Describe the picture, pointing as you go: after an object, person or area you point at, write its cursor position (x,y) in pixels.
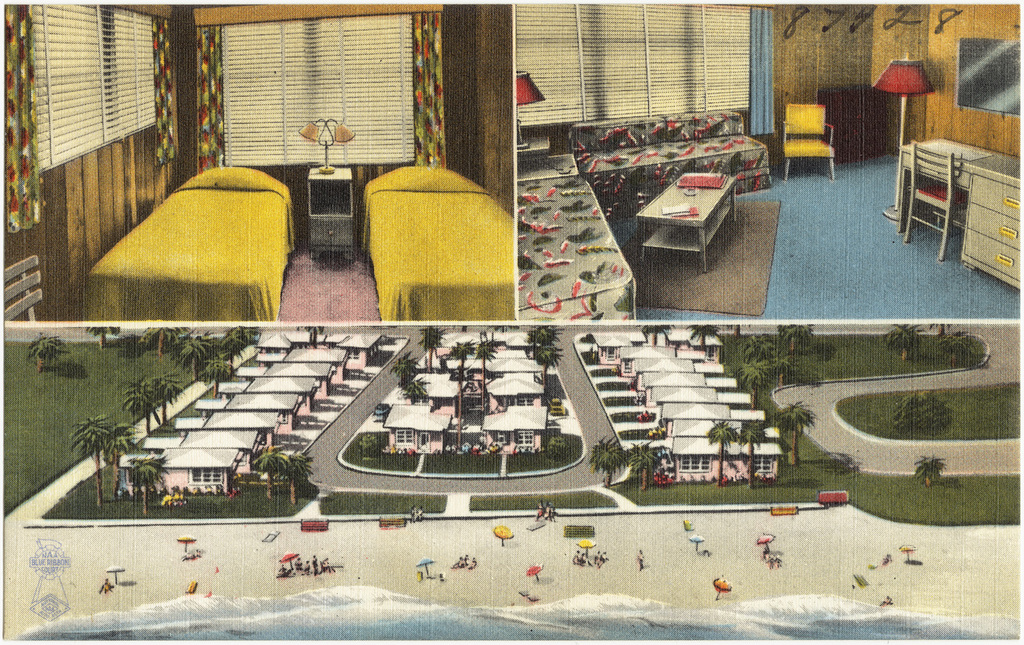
In this image we can see three pictures. In the first picture we can see two beds (456,179) with pillows (247,166) and yellow color bed sheets (189,237), we can see table lamp (329,152), window blinds (266,142), chair (30,278), curtains (212,143) and the wooden wall (178,155). In the second picture we can see sofa (543,291), table (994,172), chairs (932,192), cupboards (1007,233), table lamps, curtains (757,75), window blinds (708,76) and the wooden wall (788,50) in the background (920,131). In the third picture we can see houses (672,411), trees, way (466,497), chairs (265,540), umbrellas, grass (1012,392) and the beach (94,547). Here we can see the watermark (69,596).
